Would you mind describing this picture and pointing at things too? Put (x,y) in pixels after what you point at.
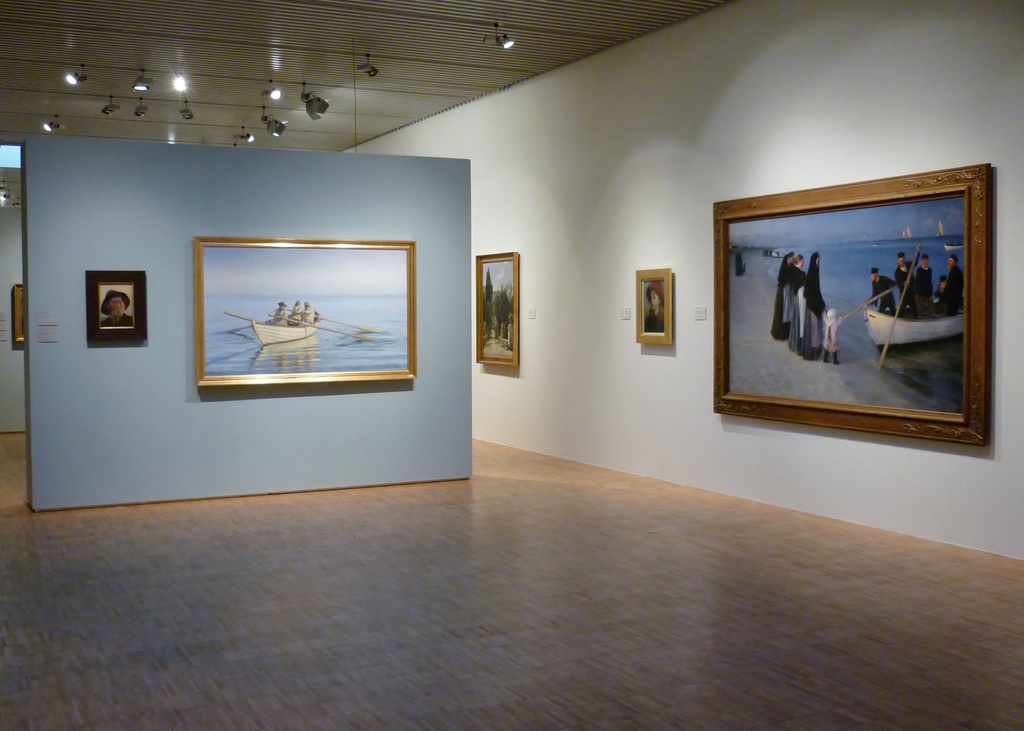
There is a hall (448,354), in which, there are photo frames (366,337) on white color wall (506,175) and on blue color walls (99,252) which are arranged on the floor (220,500), above them, there are lights (142,74) attached to the roof (292,5).
